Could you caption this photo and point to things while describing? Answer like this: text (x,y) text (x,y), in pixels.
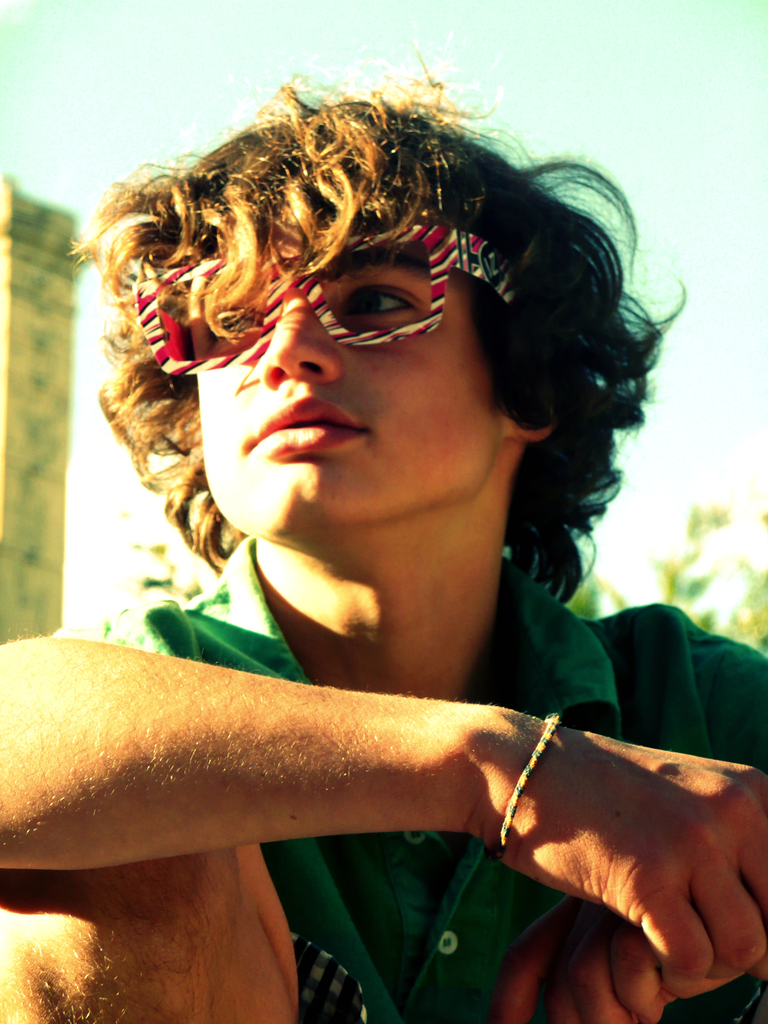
In this image we can see a person (367,697). On the right side (667,558), we can see leaves (701,577). On the left side (8,250), we can see an object (16,237) which looks like a wall (60,462). The background of the image (71,588) is blurred.
